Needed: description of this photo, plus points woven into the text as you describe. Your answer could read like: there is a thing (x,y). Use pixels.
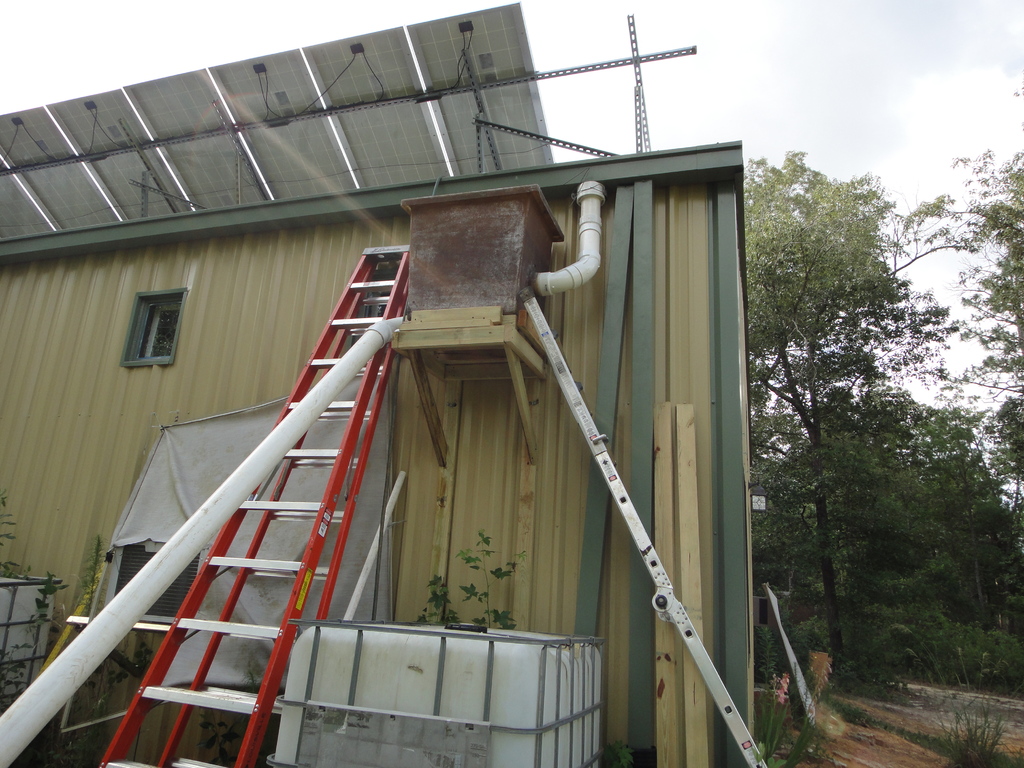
In this image we can see ladders (238,560), tank (455,667) in a welded mesh wire box (441,658), plants (74,708), pipe (88,663), air conditioner (165,602), window (146,317) and objects (428,334) on the wall (342,288). At the top (333,183) we can see rods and objects (325,90). In the background (784,406) we can see trees (813,428), plants (758,723) with flowers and clouds (839,11) in the sky (727,44).
